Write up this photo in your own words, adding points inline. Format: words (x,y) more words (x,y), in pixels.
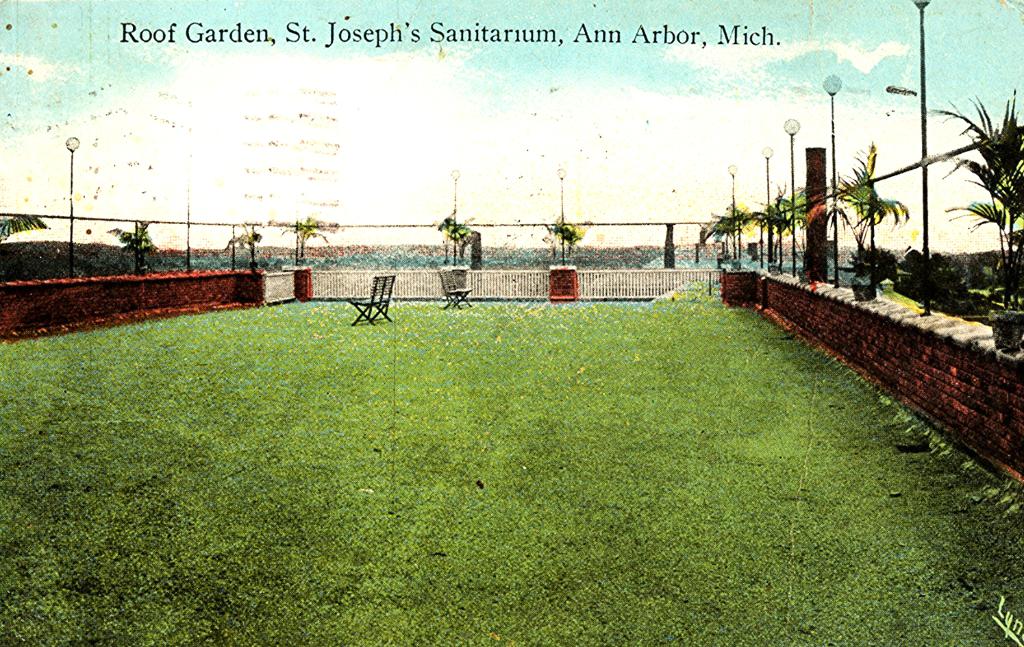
In this image we can see lawn (280,470), chairs (367,316) and some flower pots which are on the fencing (71,307) and in the background of the image (346,131) there is clear sky (376,210).
